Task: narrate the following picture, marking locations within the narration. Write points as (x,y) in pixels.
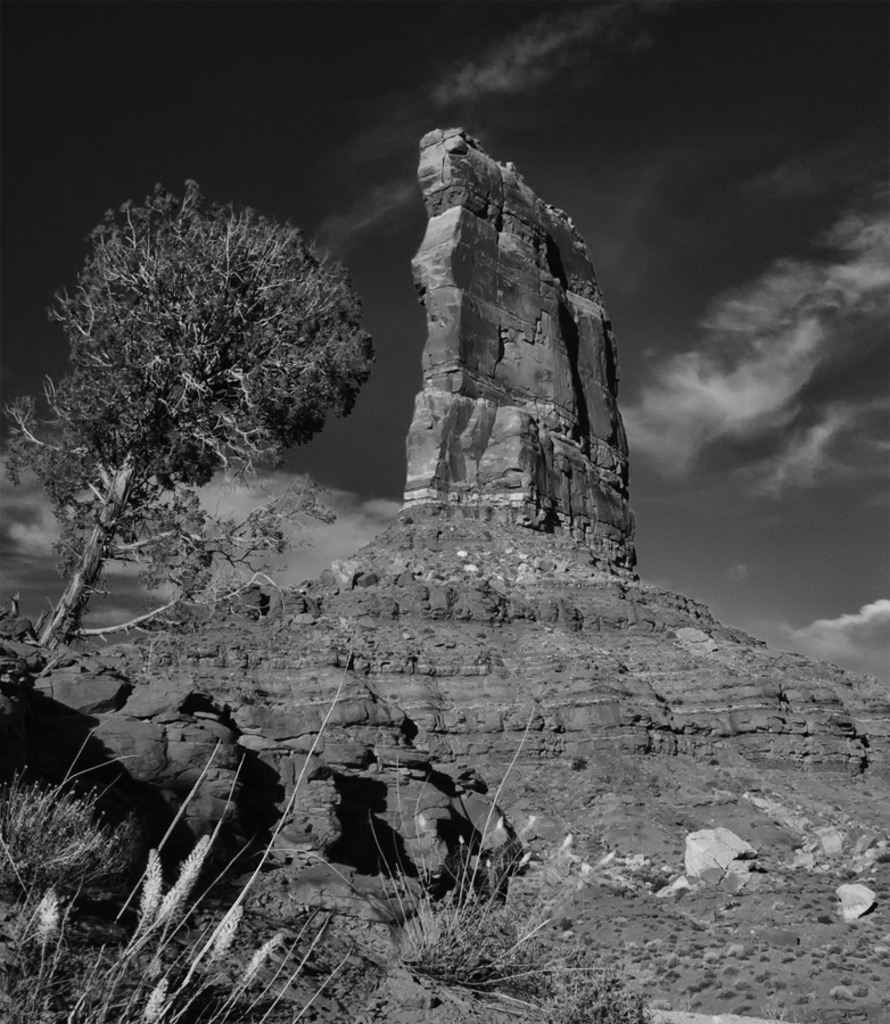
This is a black and white image in which we can see the hill (580,689), stones (843,891), plants (157,912), a tree (155,422) and the sky (755,416) which looks cloudy.
